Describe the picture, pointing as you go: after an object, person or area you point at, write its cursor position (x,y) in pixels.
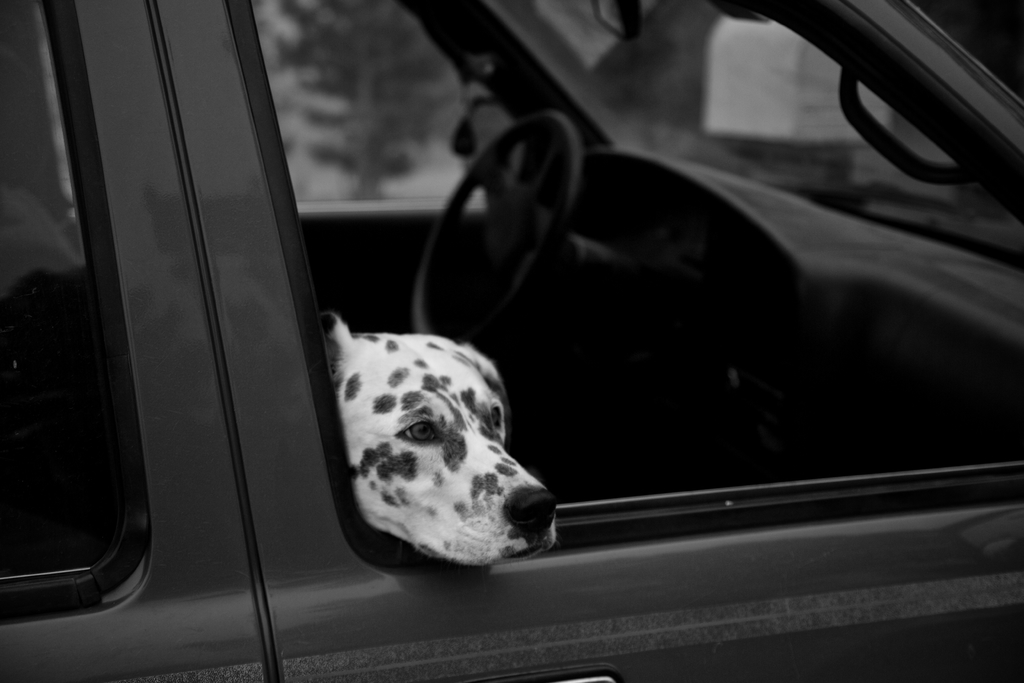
This image consists of a car (867,325), grey in color in which steering (547,121) is visible and a dog (349,405) visible. And both are half visible. Through glass (349,132) a tree (359,112) is visible. This image is taken during day time.
